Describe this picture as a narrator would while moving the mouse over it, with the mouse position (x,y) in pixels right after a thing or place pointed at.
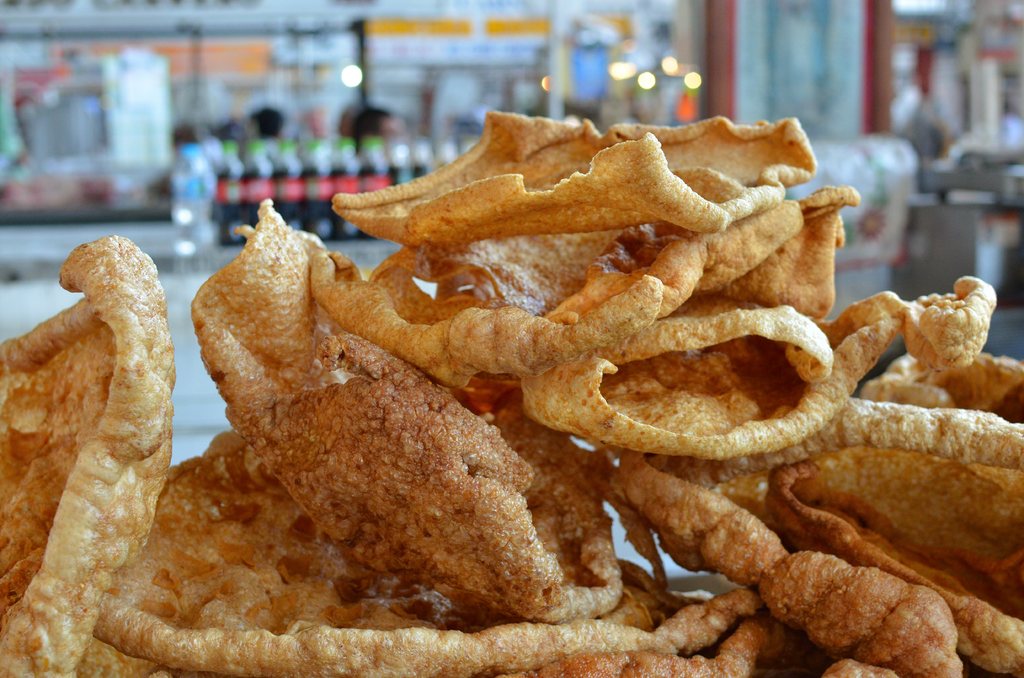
This image consists of fried pork rinds (346,302) in brown color. In the background (316,170), there are cool drink bottles (199,186). It looks like a restaurant (157,210). And the background is blurred.
